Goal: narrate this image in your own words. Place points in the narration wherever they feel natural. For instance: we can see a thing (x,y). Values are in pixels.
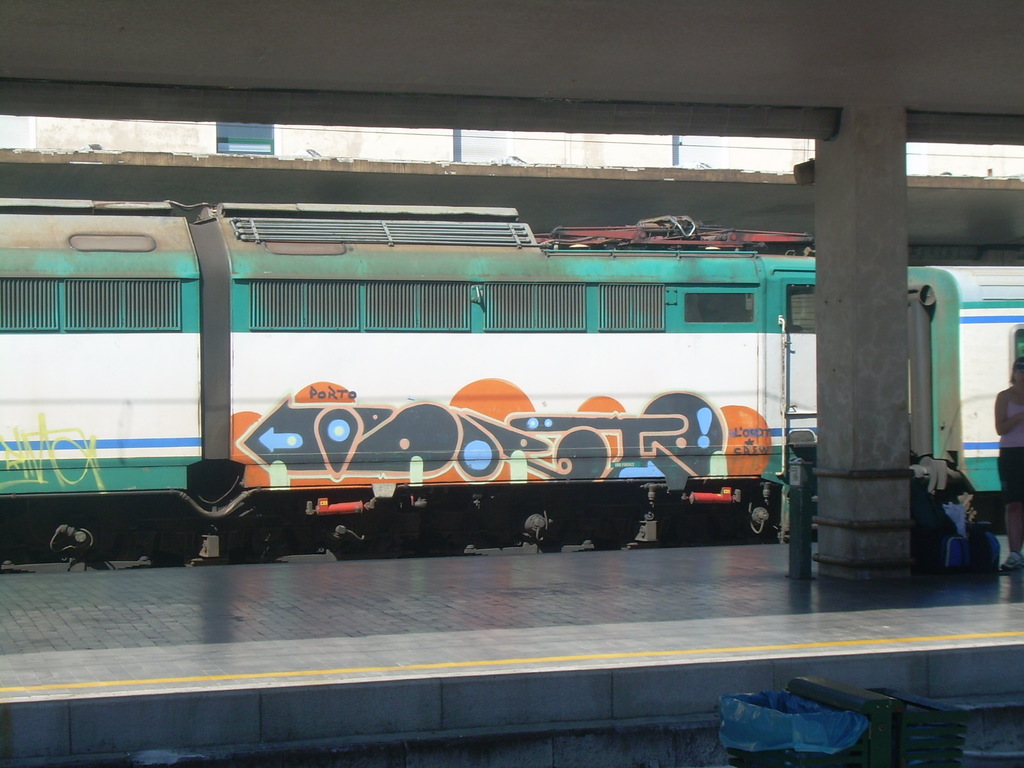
In the picture there is a train (384,369) moving on the railway track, beside the train (535,488) there is a platform (864,616) and on the right side (1010,464) a woman (1017,479) is standing along with the luggage (972,541) on the platform (1003,594).
